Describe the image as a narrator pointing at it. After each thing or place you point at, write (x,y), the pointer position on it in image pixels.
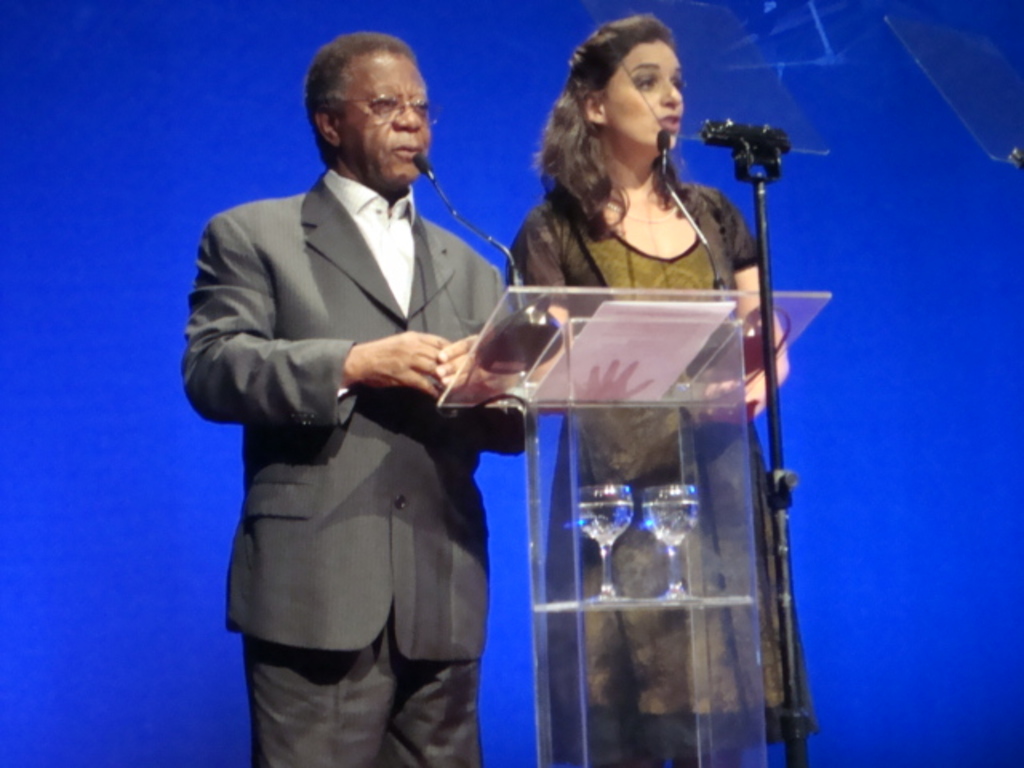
In this image, we can see people (625,231) standing and one of them is wearing a coat (322,370) and there is a podium (544,332) and we can see mics (720,284), glasses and there is a stand (766,211). In the background (845,255), there is a blue color board (867,276).
